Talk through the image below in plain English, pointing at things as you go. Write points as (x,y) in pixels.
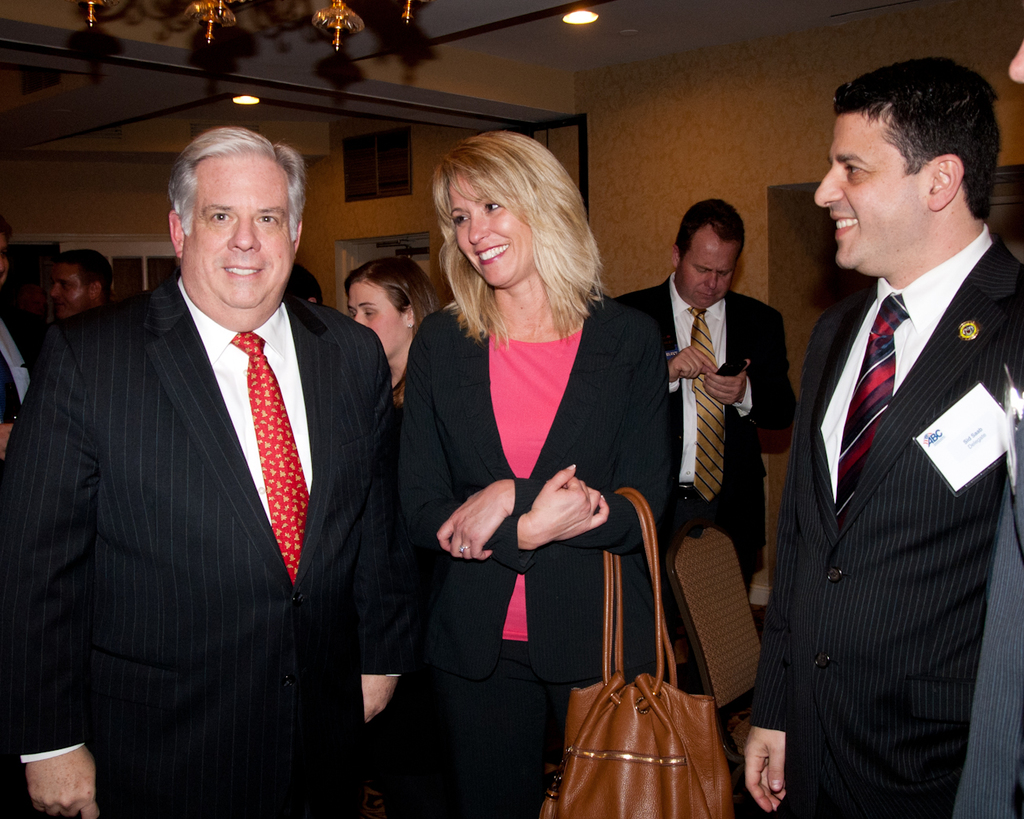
This is the picture of a room (163,280). In this image there are group of people (367,530) standing and smiling. At the back (395,455) there are group of people (4,341) and there is a person (710,415) with white shirt (685,398) and black suit (668,342) is standing and holding the device (722,371). At the top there are lights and there is a chandelier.
